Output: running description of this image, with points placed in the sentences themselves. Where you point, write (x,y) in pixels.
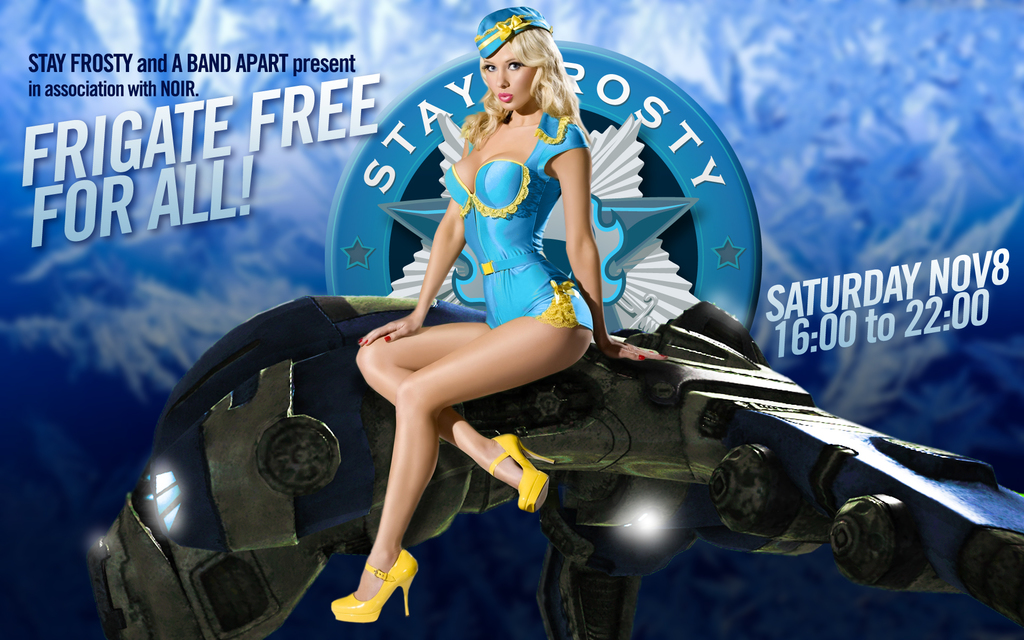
In this image I can see the poster (294,336). On the poster (294,336) I can see the person (360,352) sitting on the object (389,456). The person (516,325) is wearing the blue and yellow color dress (472,244). And I can see something is written on the poster (635,276).
